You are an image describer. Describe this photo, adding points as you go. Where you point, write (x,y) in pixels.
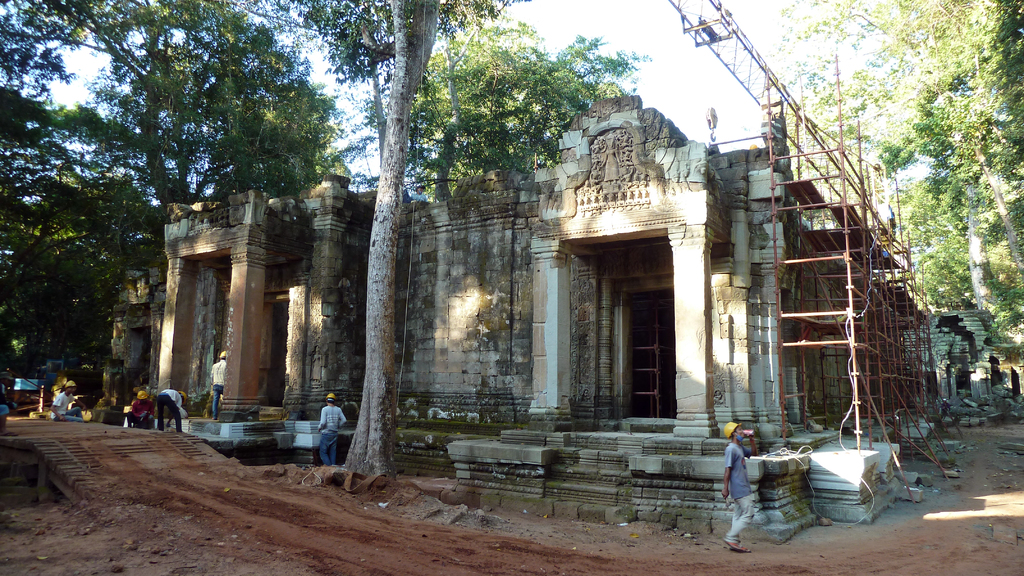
In this image there is a building (559,295) and we can see rods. At the bottom (60,415) there are people (71,409) wearing helmets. In the background (72,332) there are trees (101,129) and sky (362,111).
